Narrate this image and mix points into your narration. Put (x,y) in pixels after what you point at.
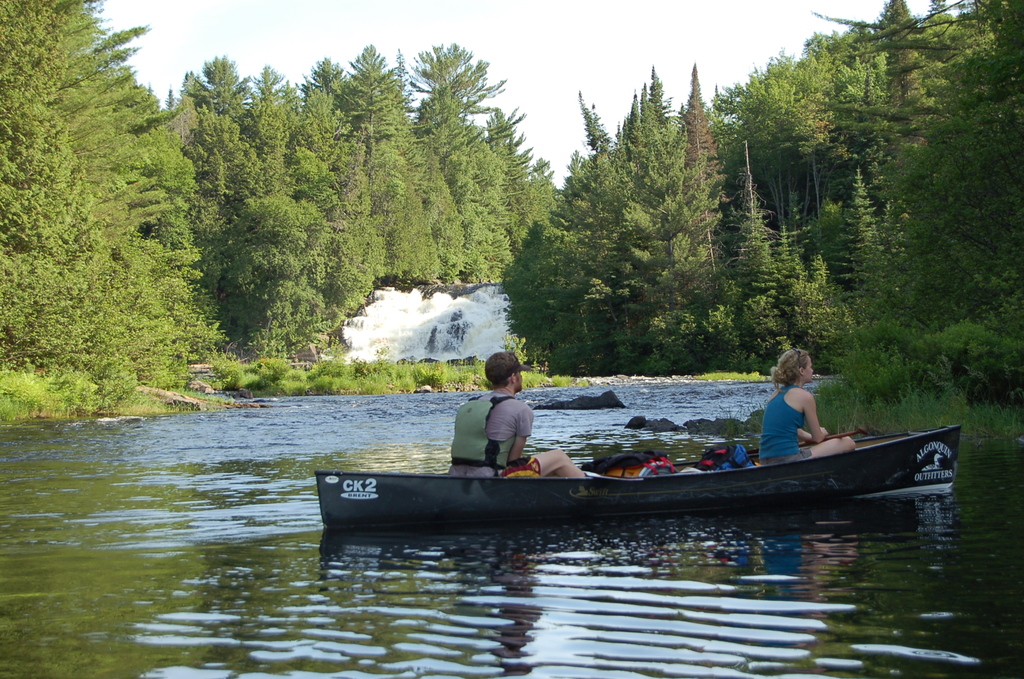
In this image at the bottom (383,567) there is a river (799,518) in that river (617,533) there is one boat (507,486), in the boat (836,458) there are two persons (540,471) who are sitting and also there are some clothes (727,455). In the background (276,274) there are some trees (751,283) and one waterfall (384,353).
